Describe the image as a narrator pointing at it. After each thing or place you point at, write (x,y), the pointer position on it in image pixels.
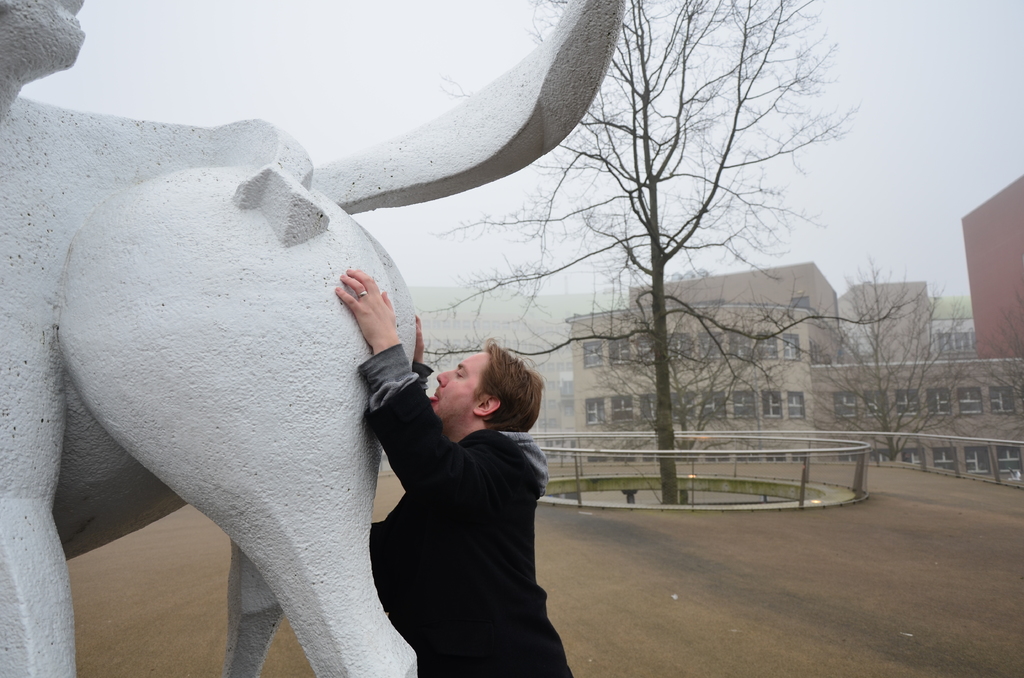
In this image there is the sky (379,79), there are buildings (791,371), there is a tree (652,177) truncated towards the top of the image (658,206), there is the road (756,570), there is a railing (647,490), there is a person (489,442) truncated towards the bottom of the image (454,472), there is a sculpture (106,287) truncated towards the left of the image (78,333).
